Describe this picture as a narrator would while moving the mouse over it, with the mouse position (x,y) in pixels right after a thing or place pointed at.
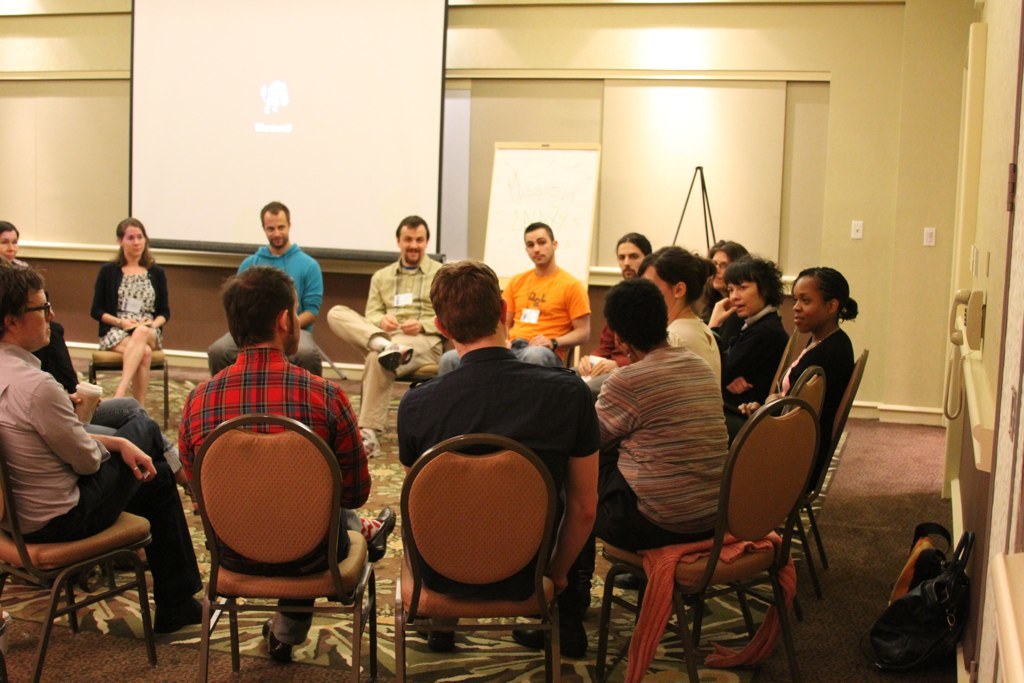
There is a group of people (418,353). They are sitting on a chairs (319,461). Some persons (377,333) are smiling. Some persons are wearing a id cards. On the left side of the person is wearing a spectacle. We can see in the background (199,189) projector (359,239), wall (671,90), board (576,160), socket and telephone (955,352).
